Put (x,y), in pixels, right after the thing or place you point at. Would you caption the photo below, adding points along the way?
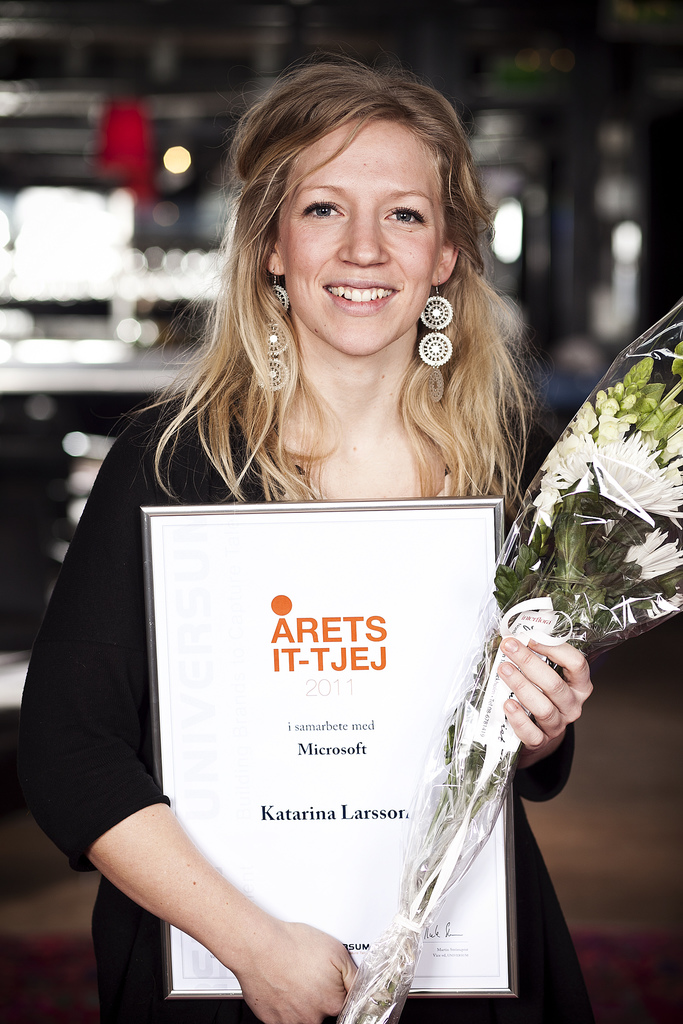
In this image I can see the person (337,303) is holding the frame (412,759) and bouquet (639,435). I can see few objects (35,274) and the blurred background (592,133).
